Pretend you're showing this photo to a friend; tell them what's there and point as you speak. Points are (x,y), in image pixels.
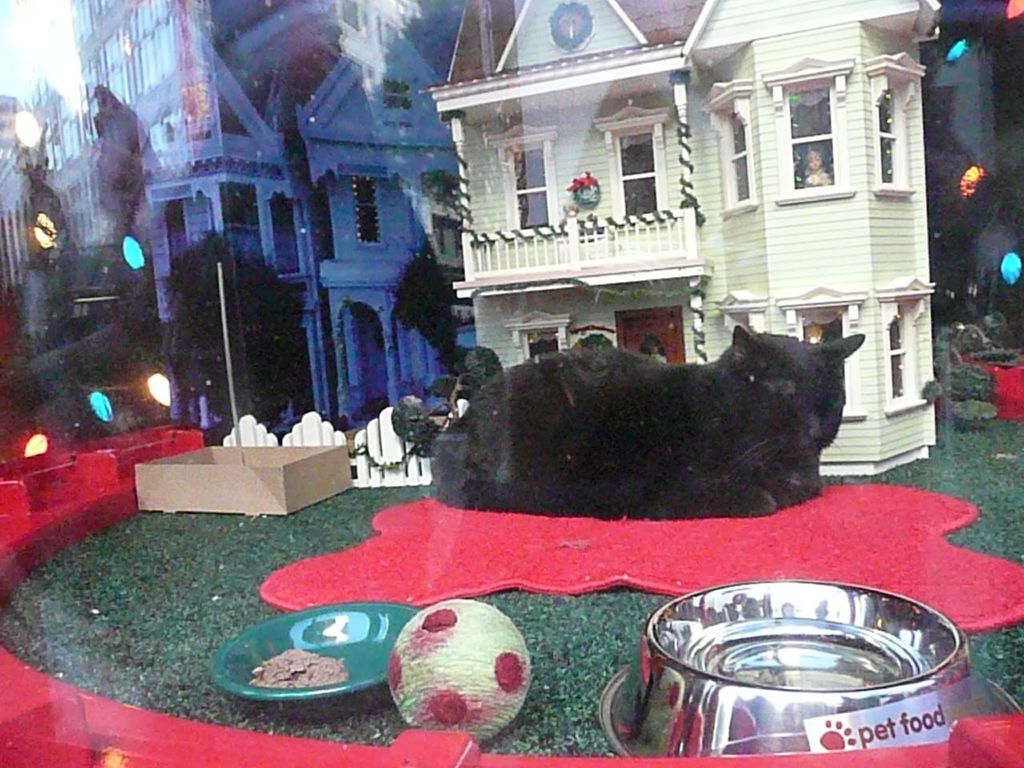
In this picture I can see the miniature set (635,286) of a building (615,309), fencing (402,428), grass (993,543) and plants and I can see a black color cat (736,455), a bowl (789,608), a green color plate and white color thing (457,653). In the background (54,249) I can see the buildings (415,210) and the lights (981,168).
